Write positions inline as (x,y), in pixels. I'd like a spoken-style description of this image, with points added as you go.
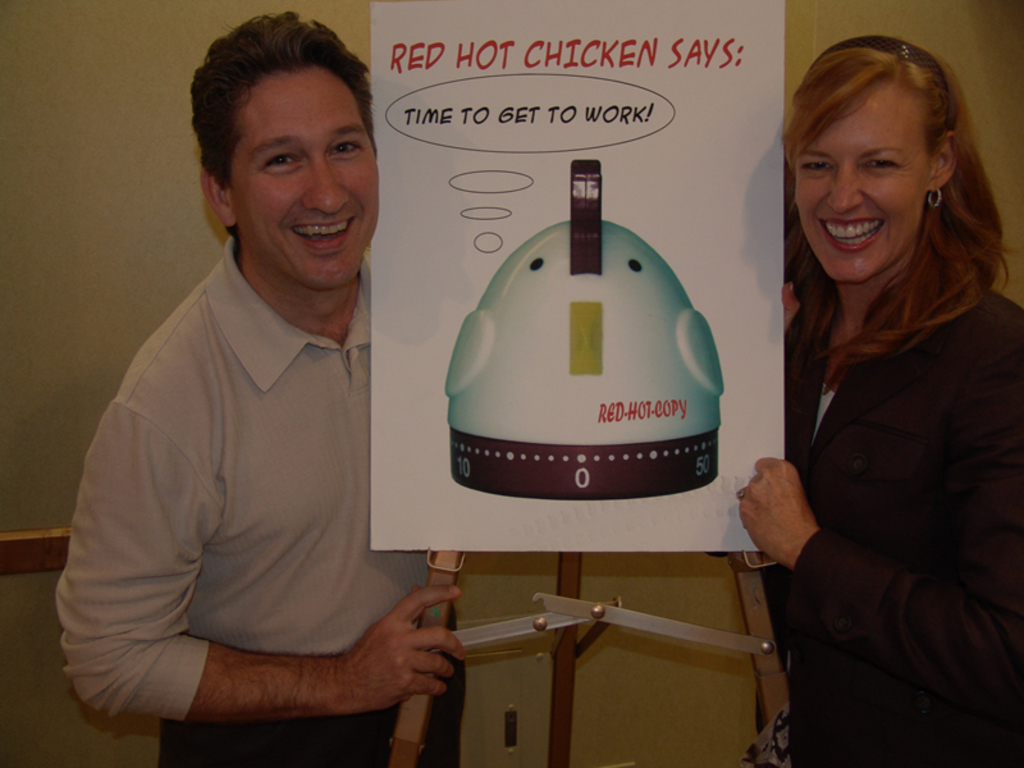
There is a man (235,436) and woman (815,460) holding a poster (535,433) with a stand (530,621). Both are smiling. On the poster (575,344) there is an image (571,172) and something is written. In the background (124,192) there is a wall (120,307).
